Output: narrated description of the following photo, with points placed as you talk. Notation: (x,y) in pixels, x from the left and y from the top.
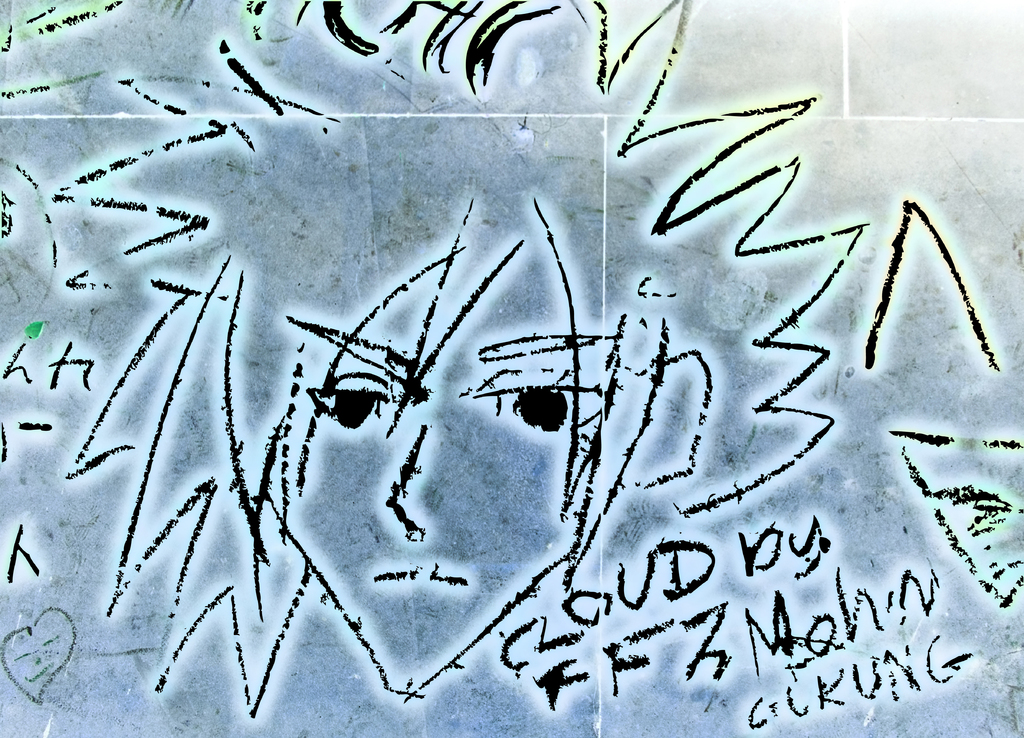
In the image in the center (505,384), we can see the art (512,503) on the wall (229,718), in which we can see the human face (697,405) and something written on it.
